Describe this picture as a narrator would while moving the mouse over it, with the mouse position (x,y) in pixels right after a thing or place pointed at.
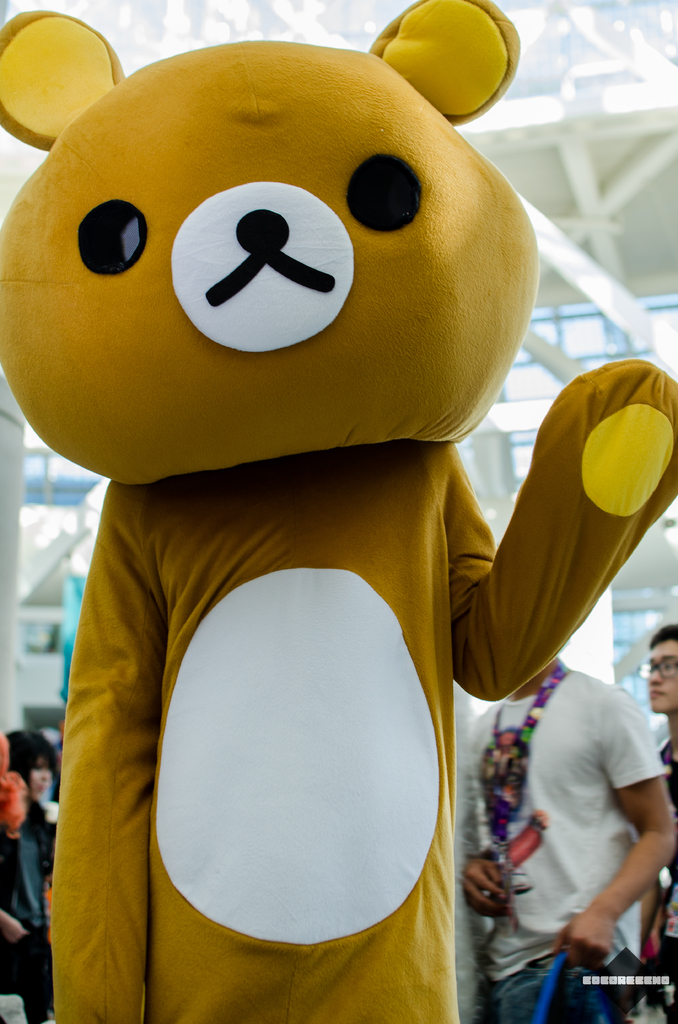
In this image we can see a person (333,333) wearing a different costume (301,356) and behind him we can see some people (618,867) standing.
